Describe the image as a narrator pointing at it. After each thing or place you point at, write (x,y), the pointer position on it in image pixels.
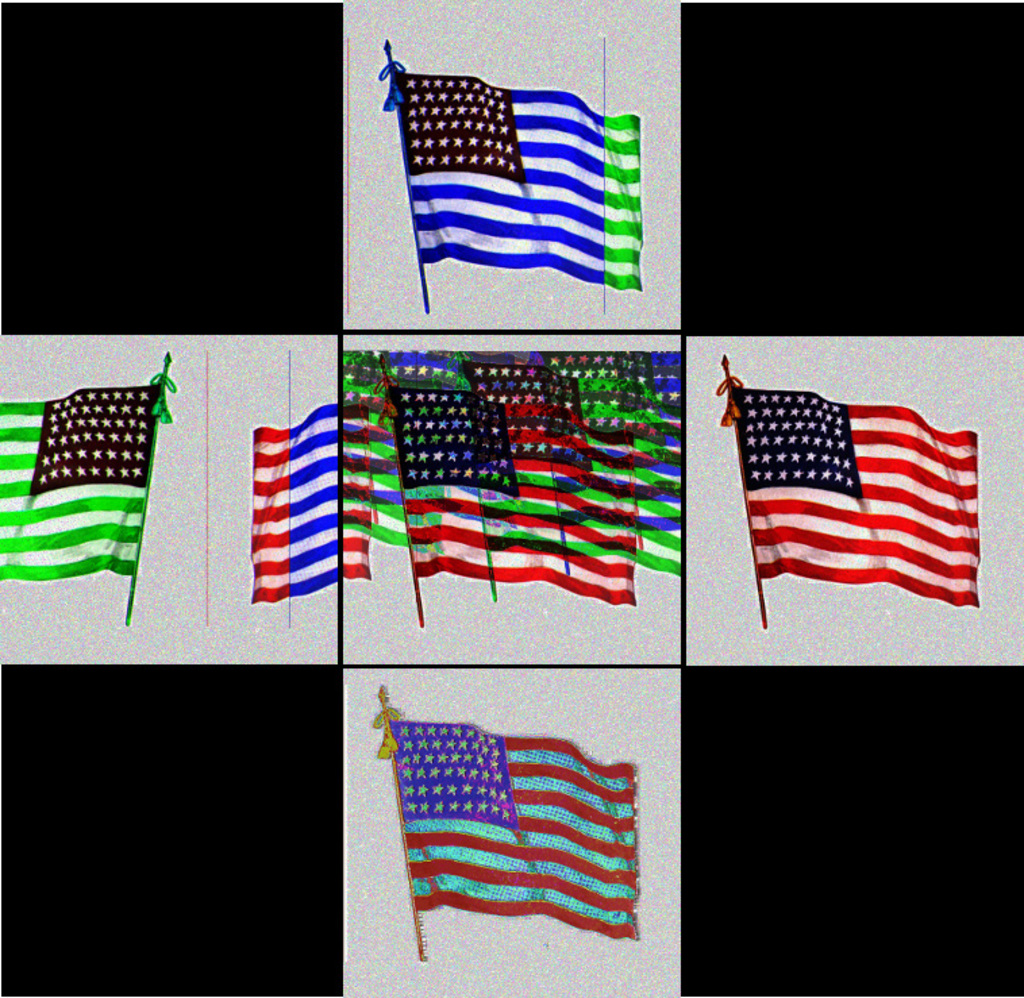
In this image I can see there are flags (821,558) in red, white and blue color.
